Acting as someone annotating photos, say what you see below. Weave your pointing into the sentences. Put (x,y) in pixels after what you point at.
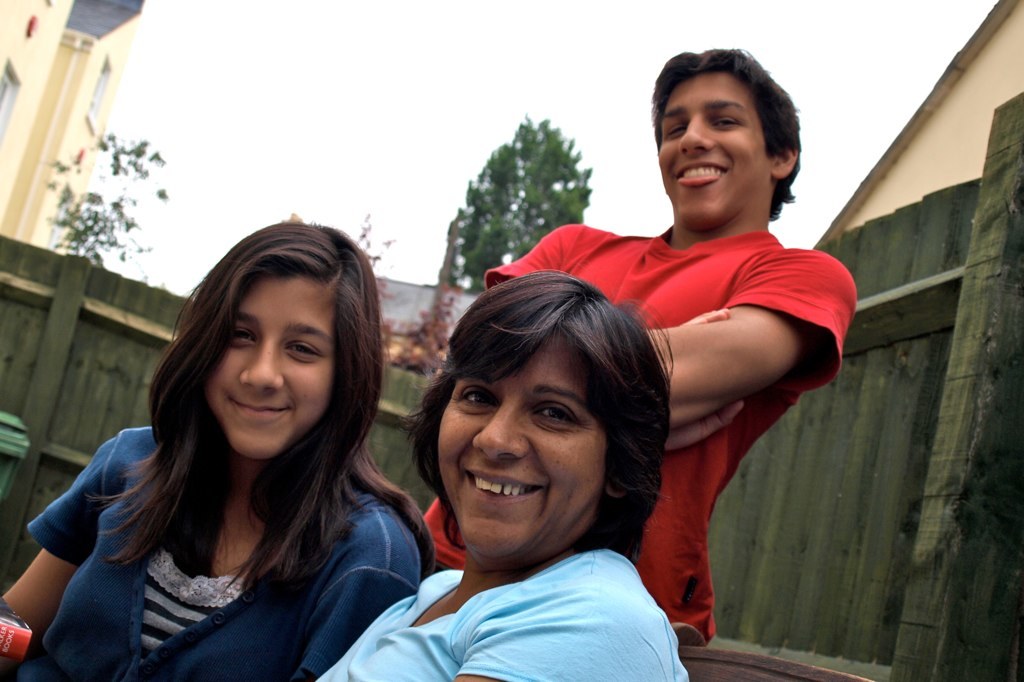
In this image I can see few people (520,361) are smiling and wearing different color dresses (719,459). I can see the trees (502,213), buildings (59,51), sky (372,103) and the wooden fencing (57,347).
